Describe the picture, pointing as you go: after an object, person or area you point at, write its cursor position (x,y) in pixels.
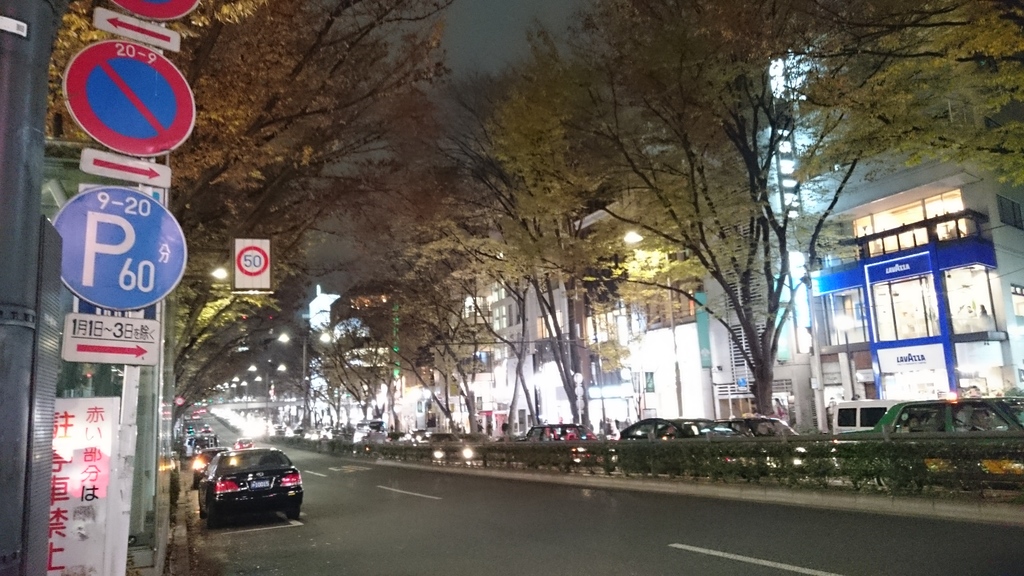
This picture is clicked outside. In the center (413,352) we can see the group of vehicles (901,400) and we can see the plants (922,463), trees (248,324), lights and buildings (879,221). On the left (113,70) we can see the boards (89,287) on which we can see the text (91,255) and numbers (148,288) and we can see some other items (159,401).
